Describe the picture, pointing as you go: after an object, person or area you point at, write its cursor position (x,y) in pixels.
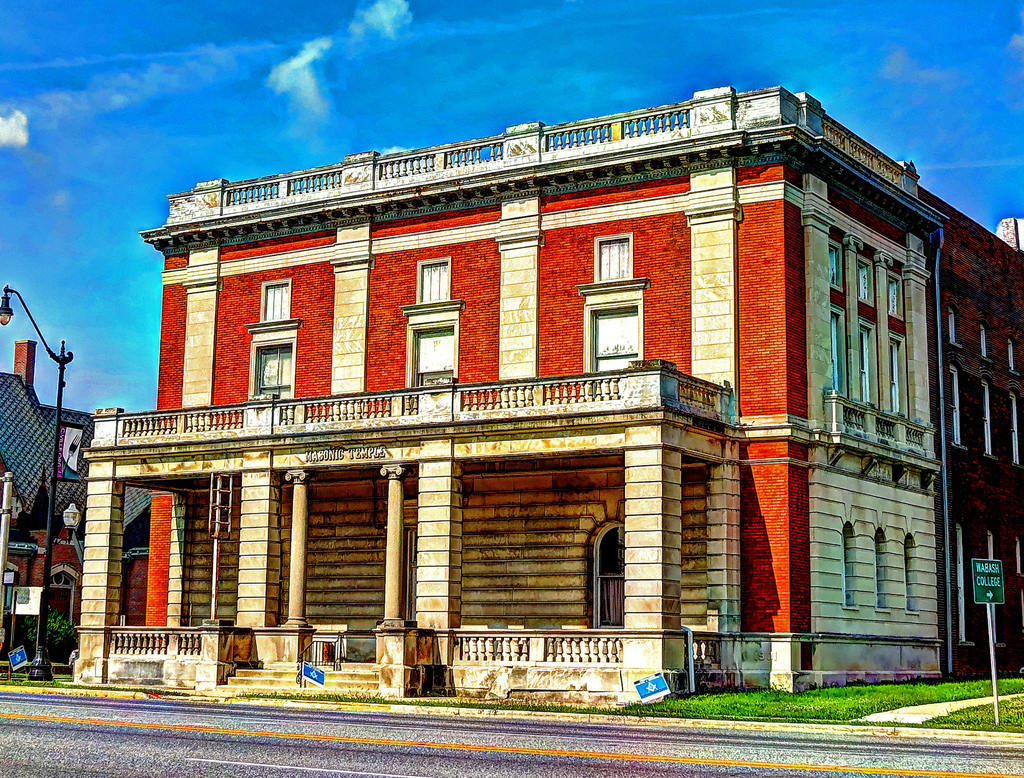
In this image I can see few buildings (864,326), windows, stairs (253,686), pillars (254,527), light pole (10,312) and sign boards (979,574). The sky (439,114) is in blue and white color.
